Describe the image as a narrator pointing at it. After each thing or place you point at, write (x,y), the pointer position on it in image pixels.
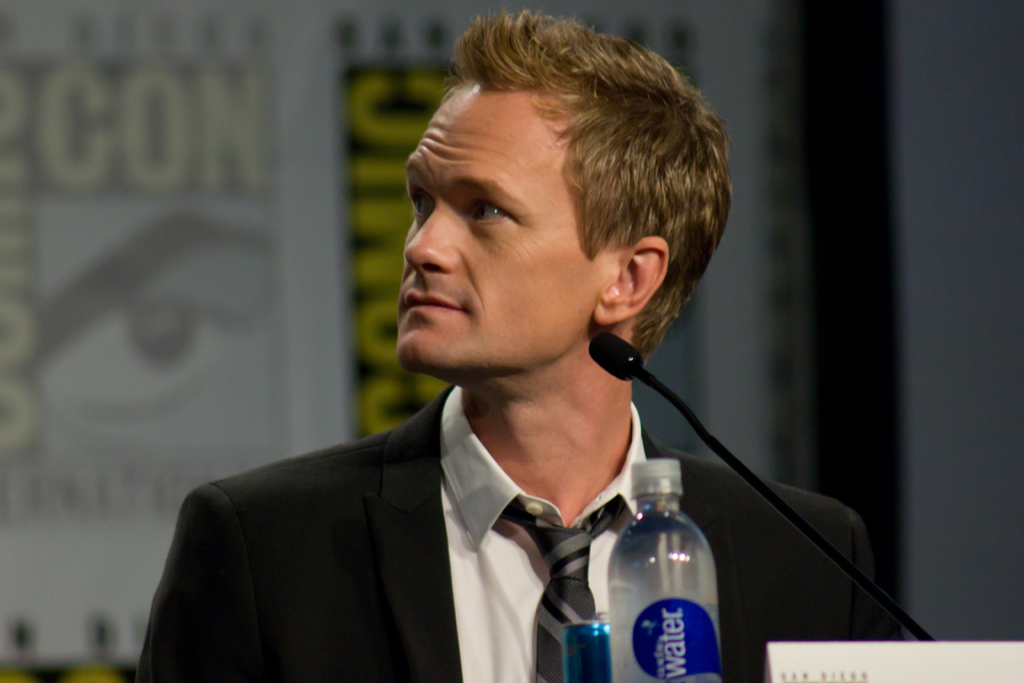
In this image there is a man (455,535). He is wearing a suit (325,563). There is a mic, bottle (646,653) and a tin (590,663) placed before him.
